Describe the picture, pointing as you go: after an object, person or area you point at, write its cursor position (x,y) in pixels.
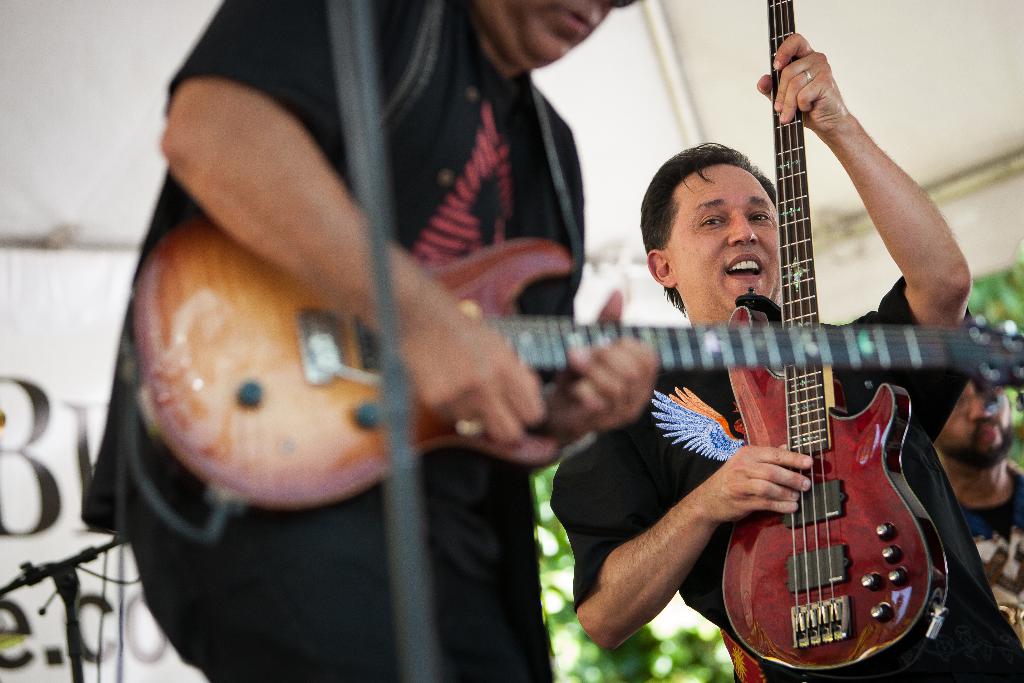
In this image, There are some people (712,588) standing and holding the music instruments (852,567) which is in brown color, They are playing.
